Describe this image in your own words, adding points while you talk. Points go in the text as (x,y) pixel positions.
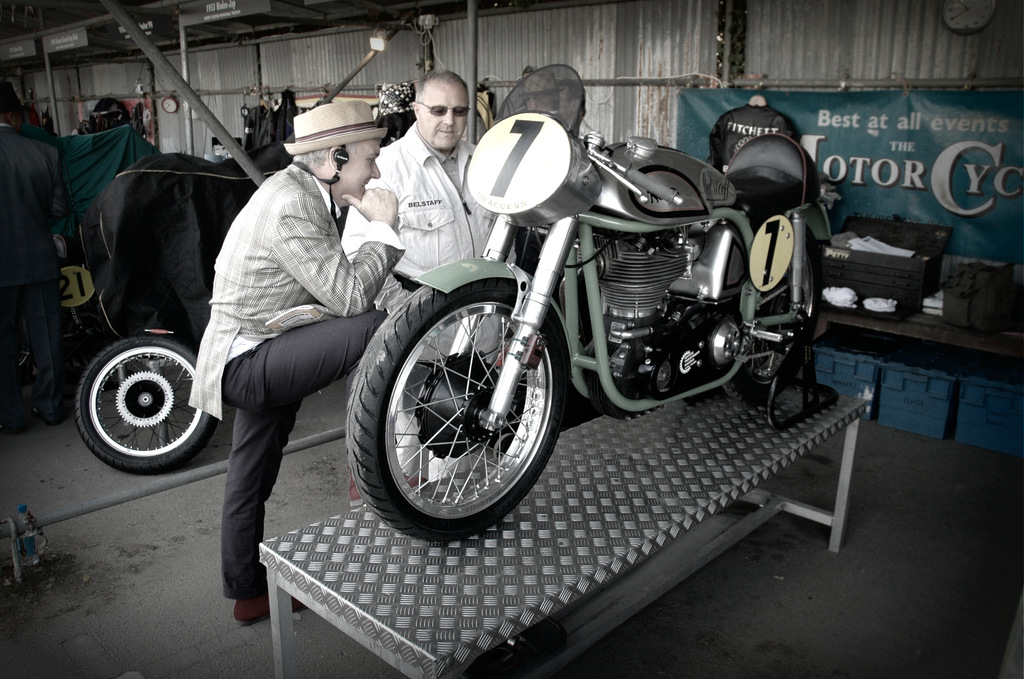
In this image I can see two persons (448,199) standing. In front (572,310) I can see a bike (583,190), background (177,406) I can see few other person's (16,106), a wheel (162,411) in black color. Background (891,119) I can see a banner (895,131) attached to the pole (905,87) and the banner (892,132) is in green color.
